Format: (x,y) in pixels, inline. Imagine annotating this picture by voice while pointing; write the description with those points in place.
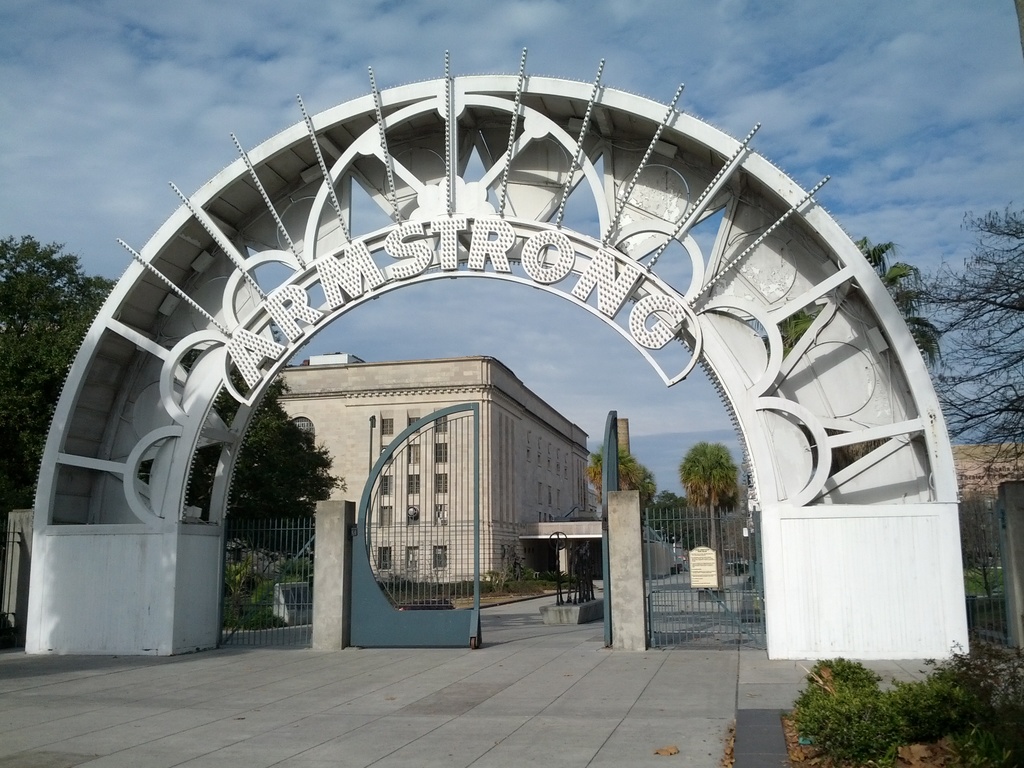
This picture shows buildings (979,469) and a arch (730,404) with some text (531,251) on it and we see a metal gate (453,622) and few trees (656,505) and plants (919,688) and we see a blue cloudy sky (140,65).
